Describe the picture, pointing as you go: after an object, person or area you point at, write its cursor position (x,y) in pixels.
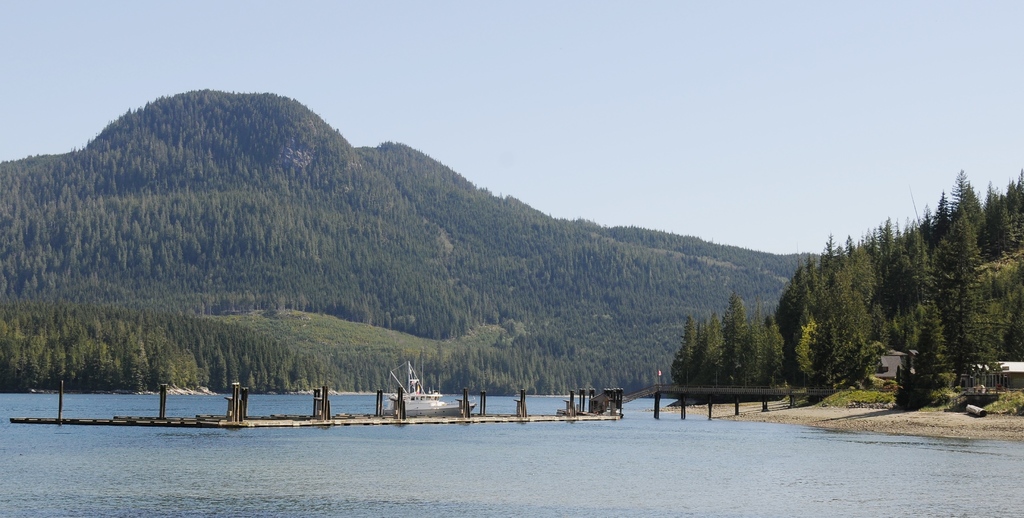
In this image we can see a boat (416,407) placed on the water (108,413). To the right side of the image (717,398) we can see a bridge (736,389), group of trees (1014,309), buildings (879,369). In the background (74,231) we can see mountain (361,191) and sky (680,100). In the foreground (339,428) we can see water (172,453).
